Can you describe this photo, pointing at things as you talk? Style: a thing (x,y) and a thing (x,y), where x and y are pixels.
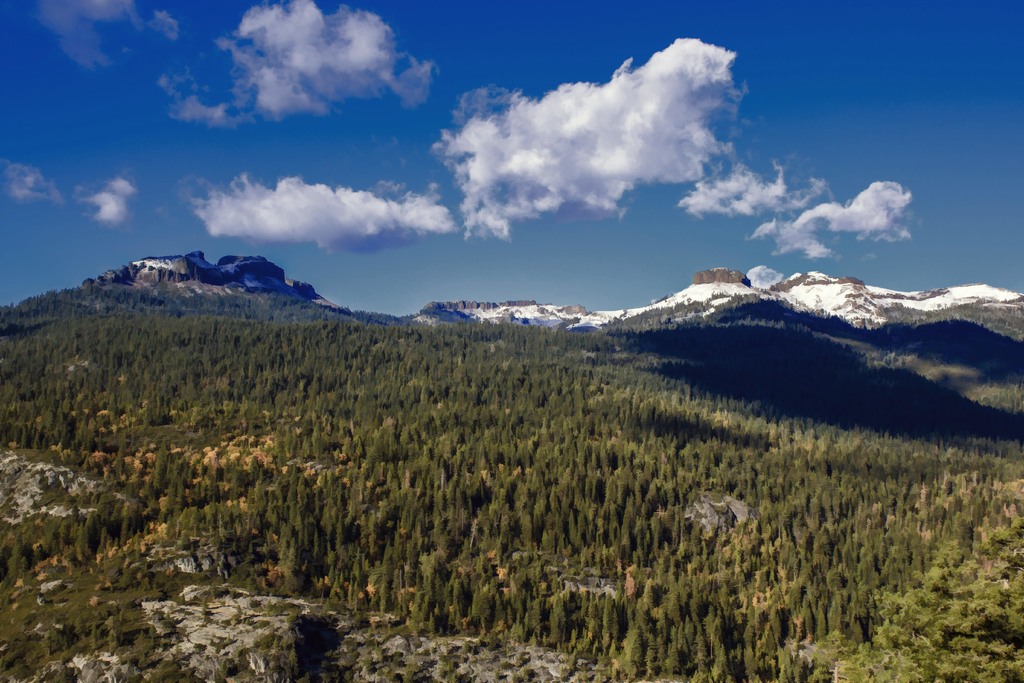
In this image we can see plants (641,597) and mountain (735,302). In the background (463,98) there is sky (961,109) with clouds (343,45).
